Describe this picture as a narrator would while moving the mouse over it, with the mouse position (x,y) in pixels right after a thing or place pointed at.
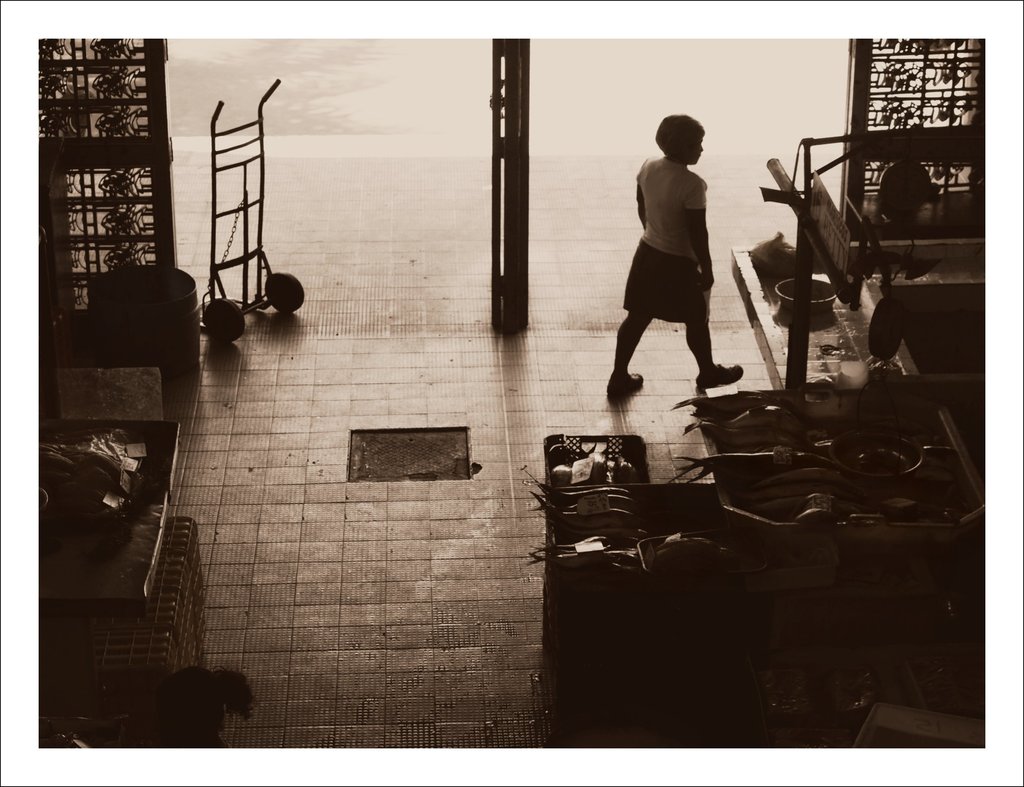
This is an edited image. There is a person (681,136) in the middle (622,379). She is walking. There are crates (782,538) of fish (710,548) in the middle (632,449).
